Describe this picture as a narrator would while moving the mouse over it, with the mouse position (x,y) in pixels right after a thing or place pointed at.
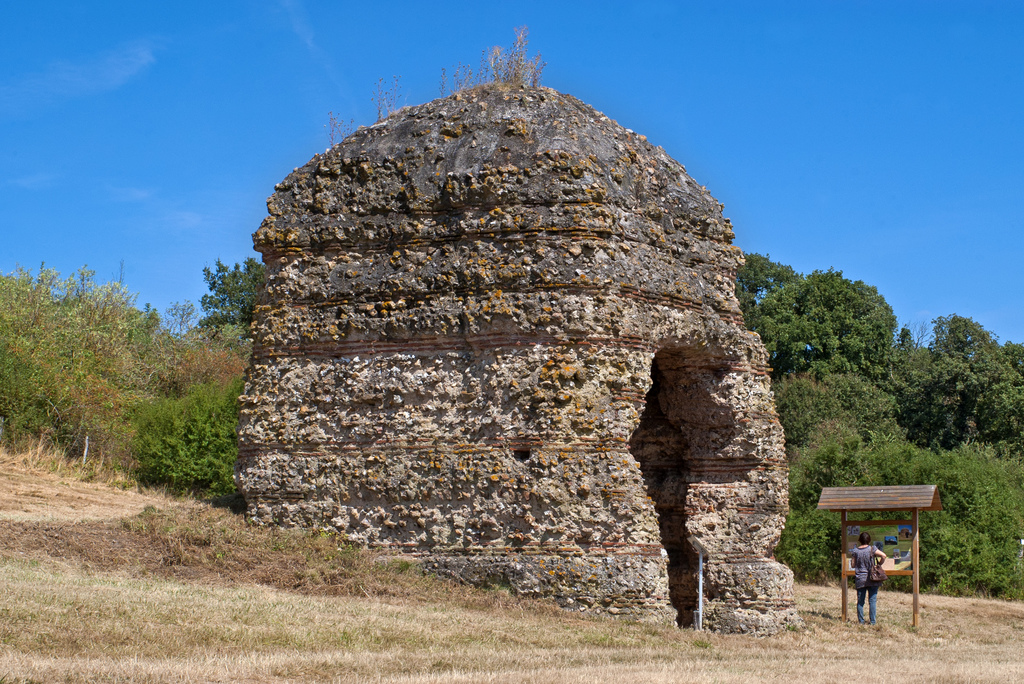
In this picture there is a person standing and carrying a bag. We can see photos (849,538) on a board (859,529), shelter (490,475), grass (511,626) and trees (134,348). In the background of the image (812,173) we can see the sky (857,124) in blue color.
